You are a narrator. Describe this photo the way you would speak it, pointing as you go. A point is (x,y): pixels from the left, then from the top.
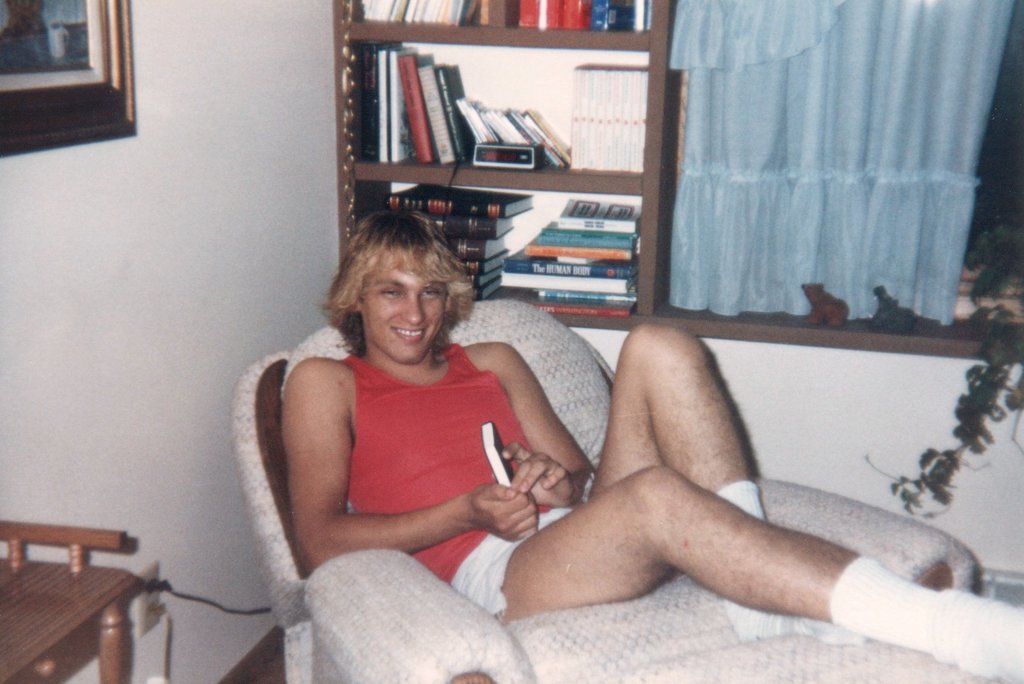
In this picture we can see a person (477,485) is sitting on a chair (648,659). On the left side of the person (377,537) there is a table (30,539) and behind the person (422,441) there are books (395,204) in the shelves (455,39) and a photo frame (74,115) on the wall (213,175). On the right side of the person (429,459) there is a curtain (784,155) and a houseplant (997,358).
